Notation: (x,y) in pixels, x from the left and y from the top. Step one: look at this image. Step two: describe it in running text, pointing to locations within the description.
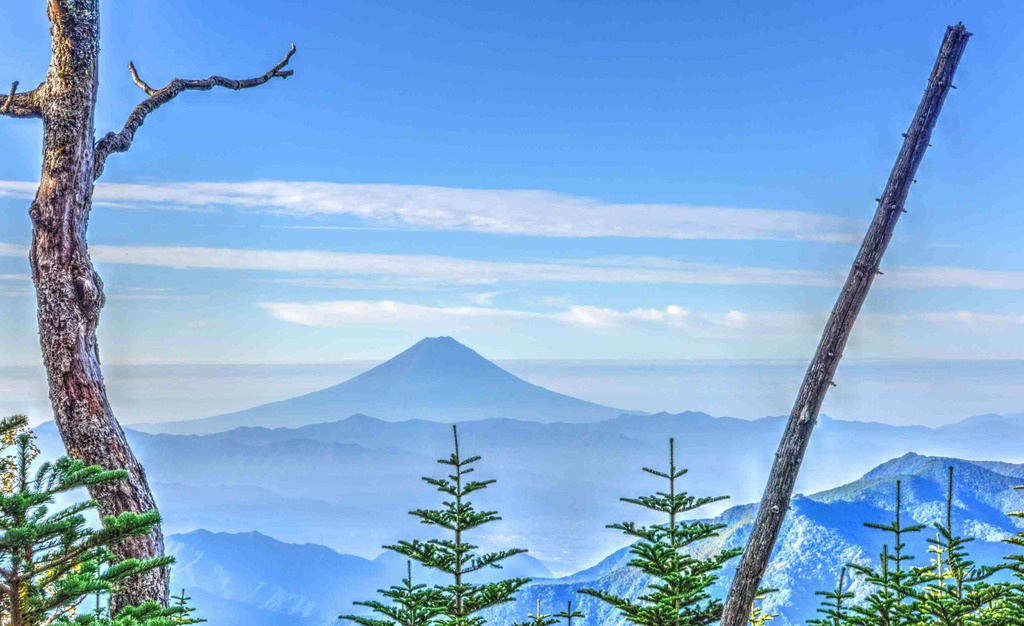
In this image I can see few trees (146,586) which are green, black and ash in color. In the background (854,546) I can see few mountains (873,510) and the sky (685,220).
